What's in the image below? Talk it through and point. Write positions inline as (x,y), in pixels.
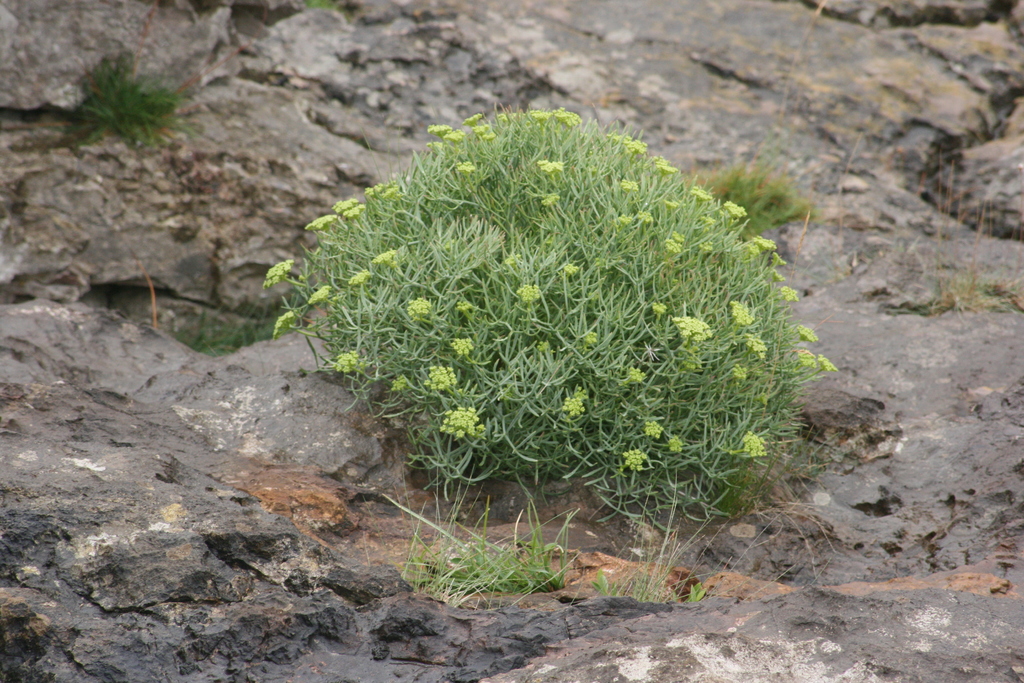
In this image we can see a plant (508,292) on the rock surface (855,511) and there is grass (485,588).
